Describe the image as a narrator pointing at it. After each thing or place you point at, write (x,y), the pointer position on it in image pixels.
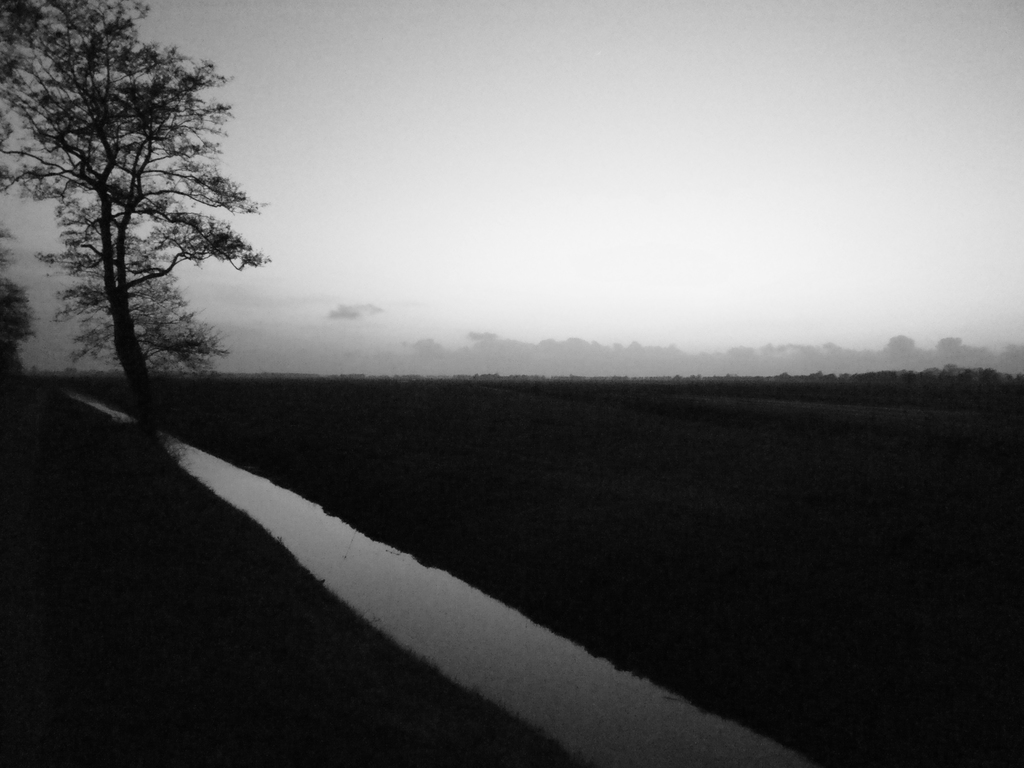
In this image I can see the black and white picture in which I can see the ground (762,472), few trees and the water (475,668). In the background (626,196) I can see the sky (594,168).
